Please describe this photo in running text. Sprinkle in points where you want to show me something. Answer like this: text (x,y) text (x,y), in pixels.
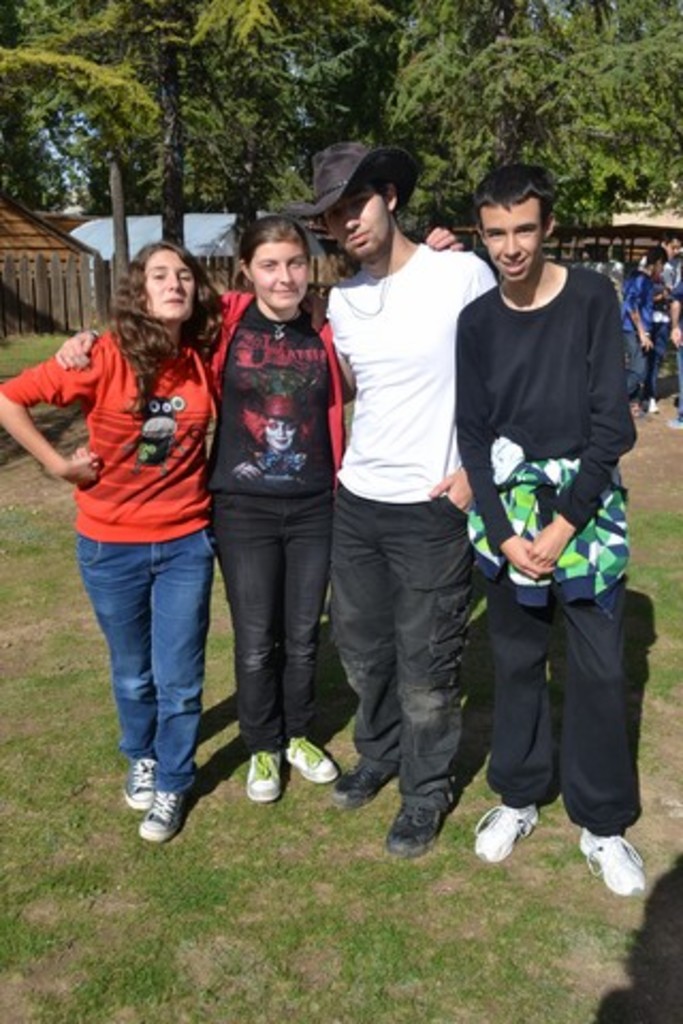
In this image, we can see four people (288,608) are standing on the grass (302,968) and seeing. Here a person (370,240) is wearing a hat (344,192). Few people (565,312) are smiling. Background (670,274) we can see houses (186,225), wooden fencing (316,280), trees (634,53), few people (641,295).
